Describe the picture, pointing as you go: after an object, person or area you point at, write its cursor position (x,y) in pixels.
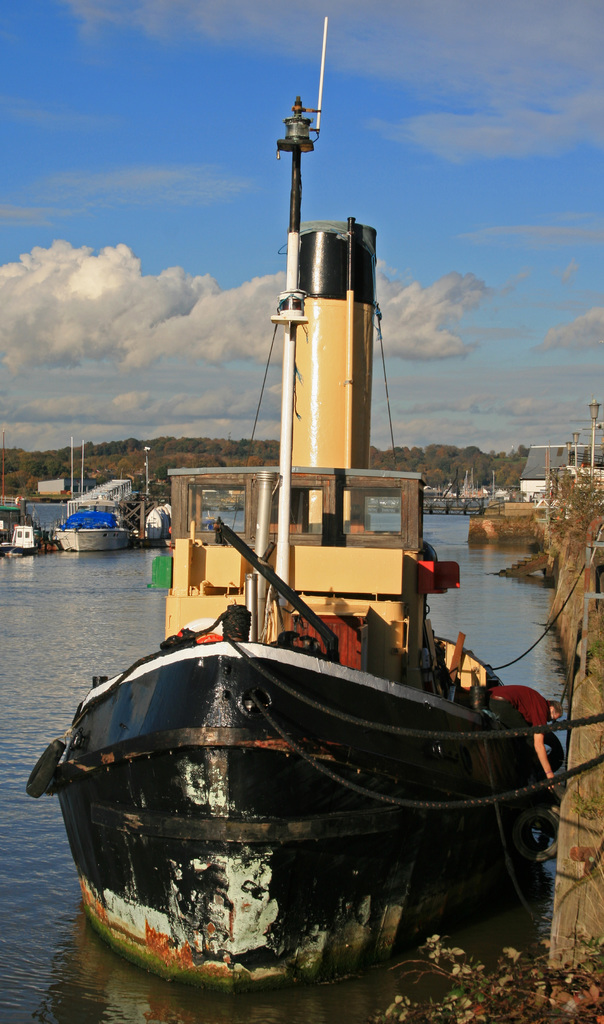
In the background (350,178) we can see a clear blue sky (572,243) and the clouds (19,281). We can see the trees (10,456). On the right side of the picture (586,964) we can see the plants (592,638), light poles (568,454). In this picture we can see the ships (3,507) above the water (57,580).
